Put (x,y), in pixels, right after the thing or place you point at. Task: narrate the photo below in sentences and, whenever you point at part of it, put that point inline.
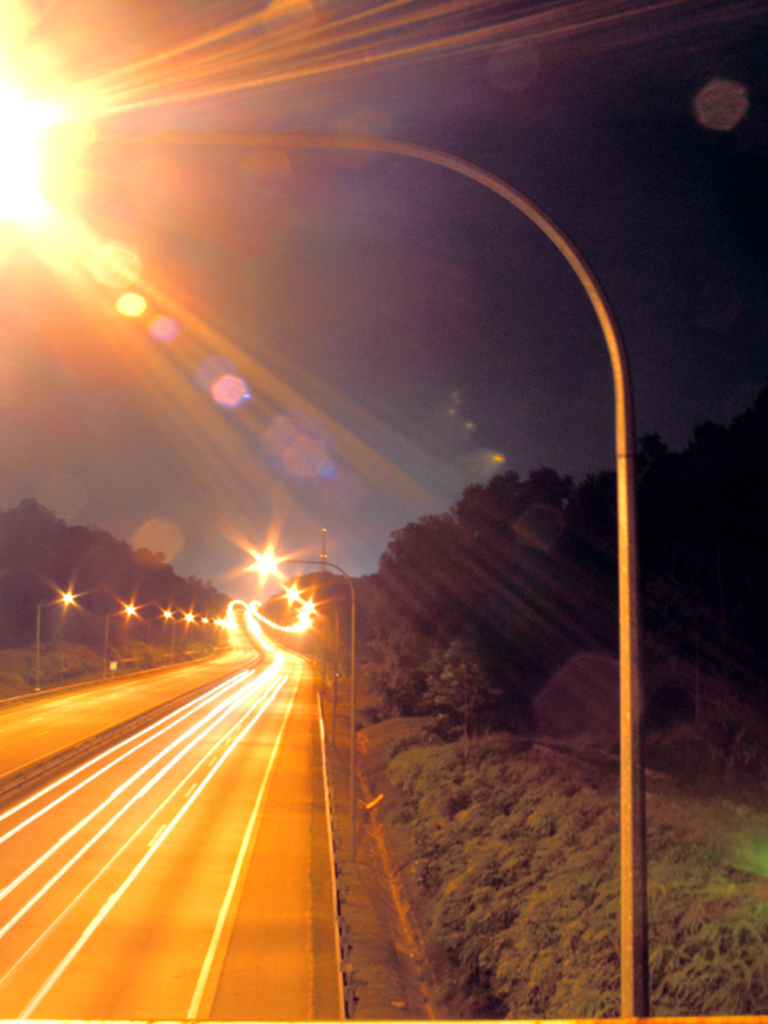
On the left side of the image (186,733) we can see road (175,671), electric light poles (70,595). In the background of the image (313,642) we can see trees (516,626). At the top of the image (526,179) we can see the sky (584,134). At the bottom of the image (550,942) we can see some plants (549,956).
